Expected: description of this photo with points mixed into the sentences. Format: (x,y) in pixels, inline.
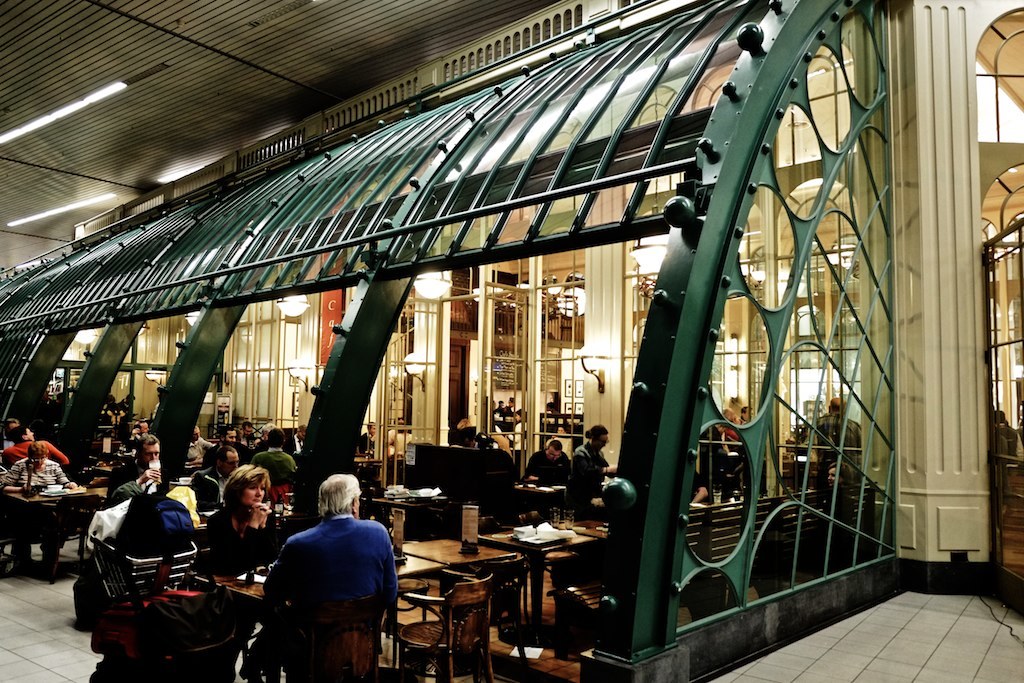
In this image we can see a group of people (337,523) sitting on the chairs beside the tables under a roof (223,229). We can also see some lights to a roof (134,165). On the backside (632,310) we can see some windows (574,391), doors (407,420) and some chandeliers (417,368).
